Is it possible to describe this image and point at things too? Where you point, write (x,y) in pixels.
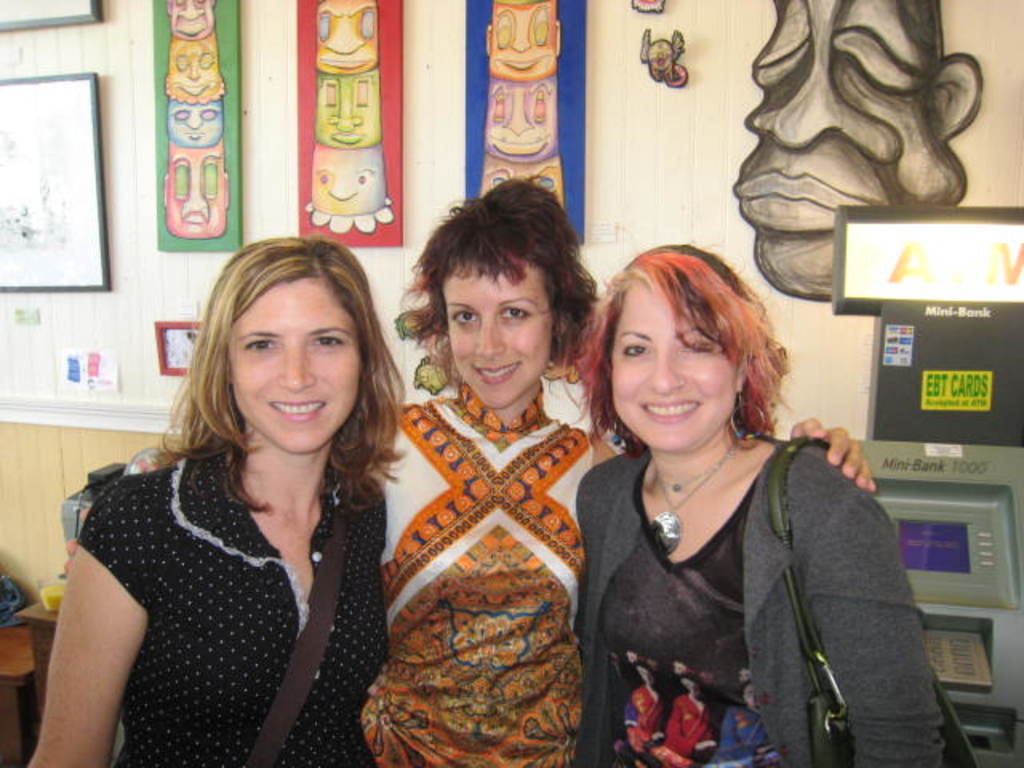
In this picture I can see three women (554,690) are smiling in the middle (523,505), on the right side (959,495) it looks like a machine (968,425), in the background (187,223) I can see few paintings (494,138) on the wall (628,134). On the left side (61,5) it looks like a photo frame (58,20).
